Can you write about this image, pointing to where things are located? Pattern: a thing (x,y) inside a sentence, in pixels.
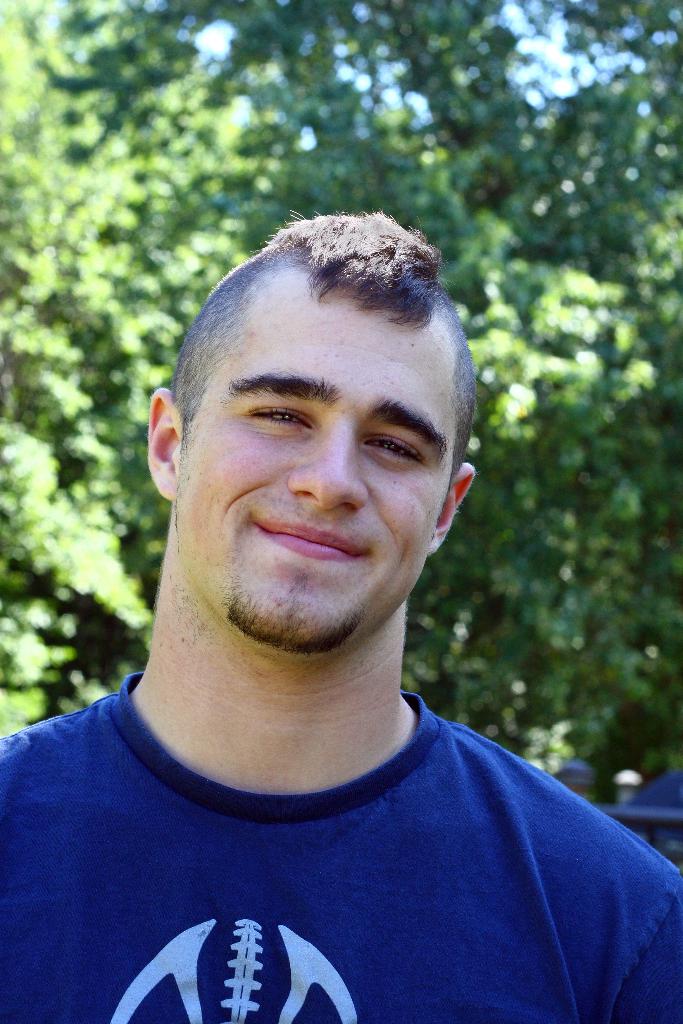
In this image there is a man (358,777) in blue t-shirt (437,989) is standing and smiling behind him there are so many trees (682,287).
